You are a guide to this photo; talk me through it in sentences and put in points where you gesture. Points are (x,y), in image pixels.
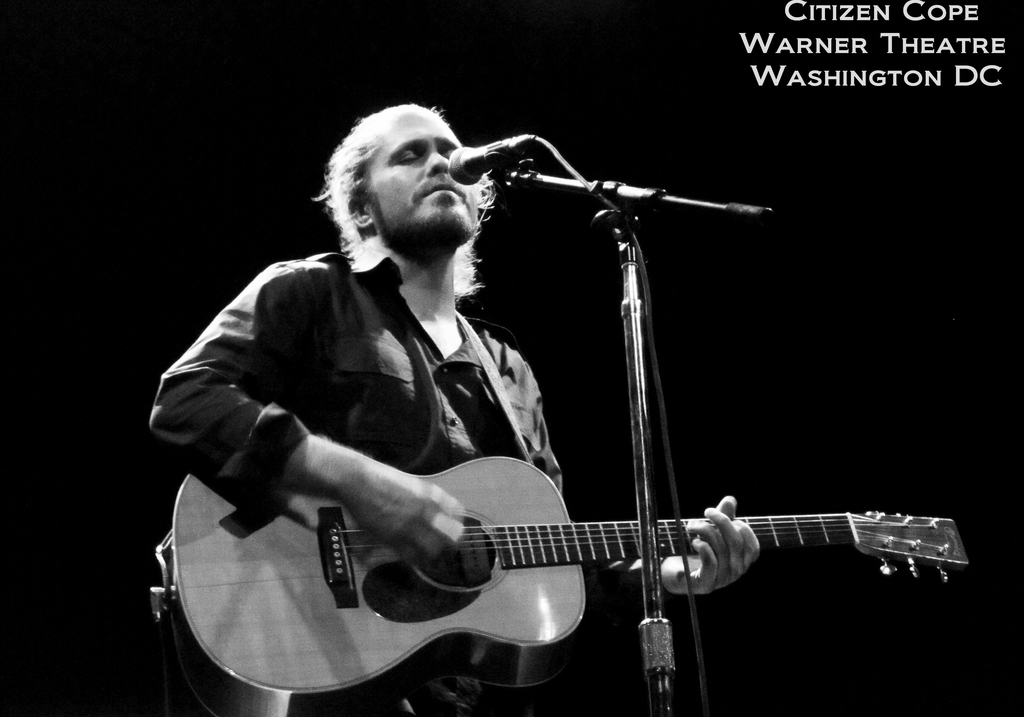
In this image In the middle (444,348) there is a man (416,383) he is playing guitar (493,572) he wears shirt (372,382) in front of him there is a mic (459,170).
